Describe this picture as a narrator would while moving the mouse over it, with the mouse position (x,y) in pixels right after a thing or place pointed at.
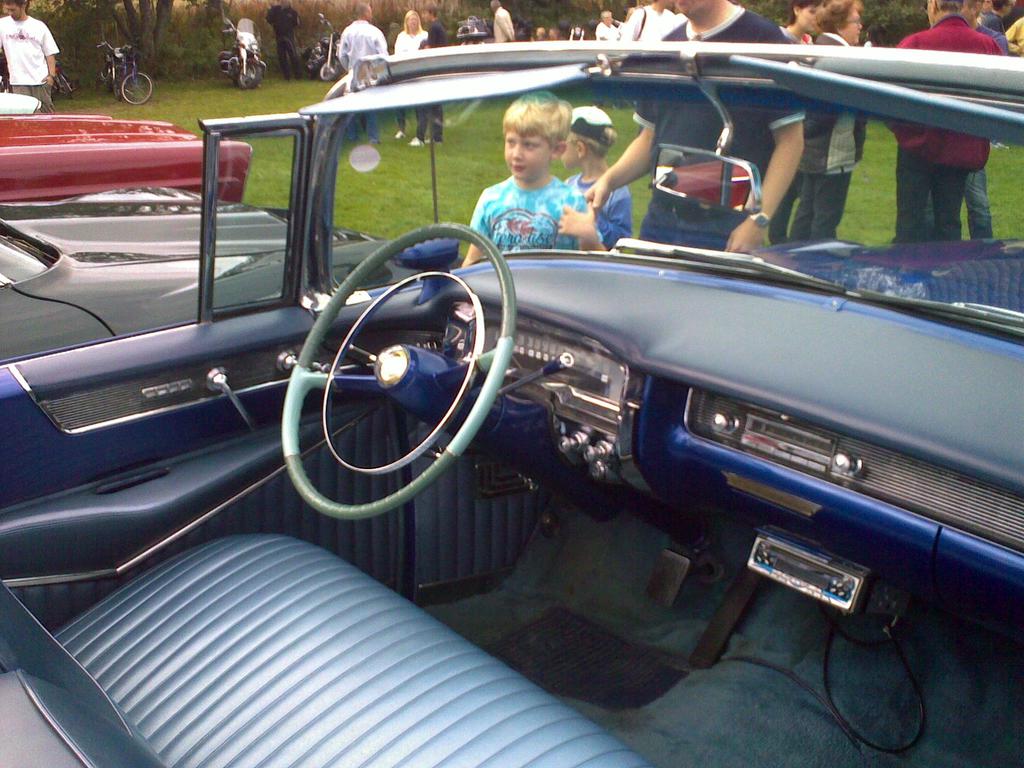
In the picture we can see inside the car (29,494) with steering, seat (126,627), brake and from the windshield (805,173) of the car (940,464) we can see some people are standing on the grass surface (999,155) and beside the car (988,286) we can see two other cars (83,181) and in the background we can see the motorcycles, bicycles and trees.
